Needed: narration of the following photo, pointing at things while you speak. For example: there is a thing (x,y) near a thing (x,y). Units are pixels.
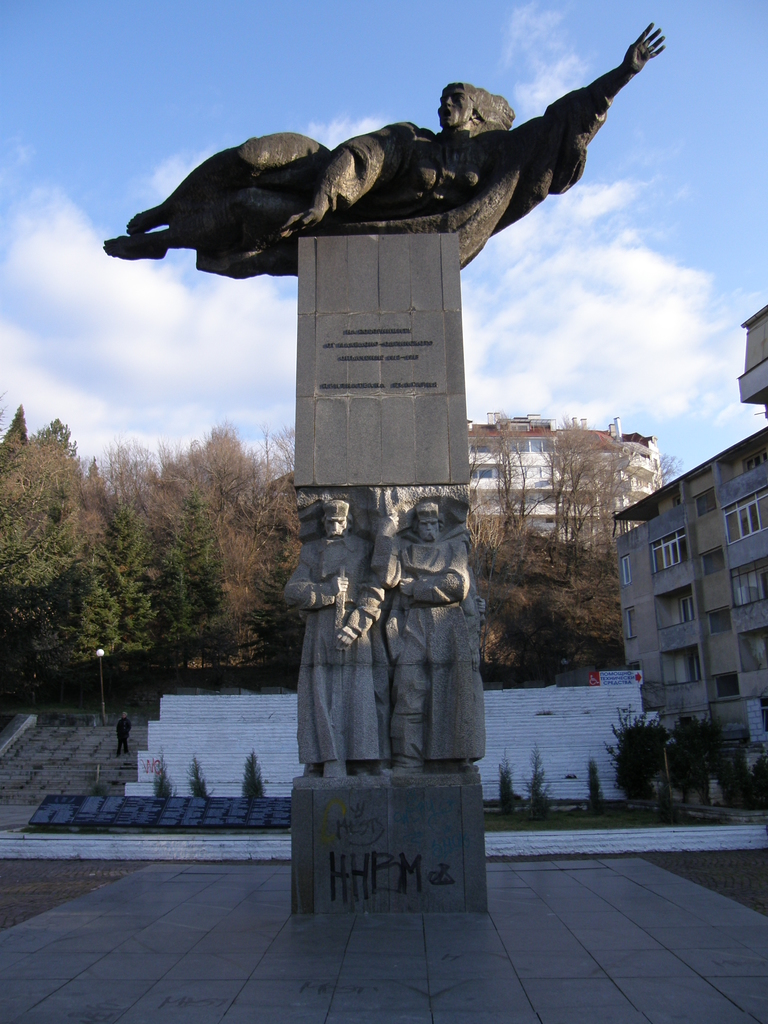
In the foreground (230,267) I can see a sculpture (353,717). In the background (640,769) I can see a fence (605,780), plants (653,772), buildings (676,690), a person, light pole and trees (167,534). On the top (176,121) I can see the sky (192,69). This image is taken during a day.
